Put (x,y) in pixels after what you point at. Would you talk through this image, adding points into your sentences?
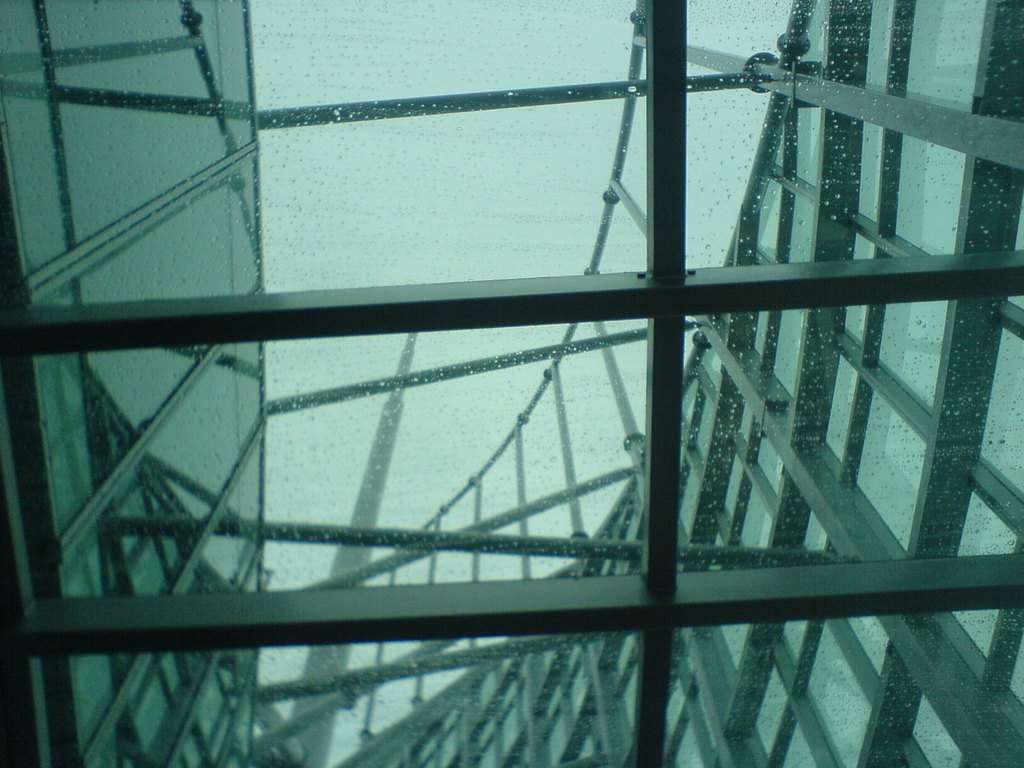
In the picture I can see a building (485,525) and framed glass walls (497,544). In the background (471,459) I can see the sky (411,498).
